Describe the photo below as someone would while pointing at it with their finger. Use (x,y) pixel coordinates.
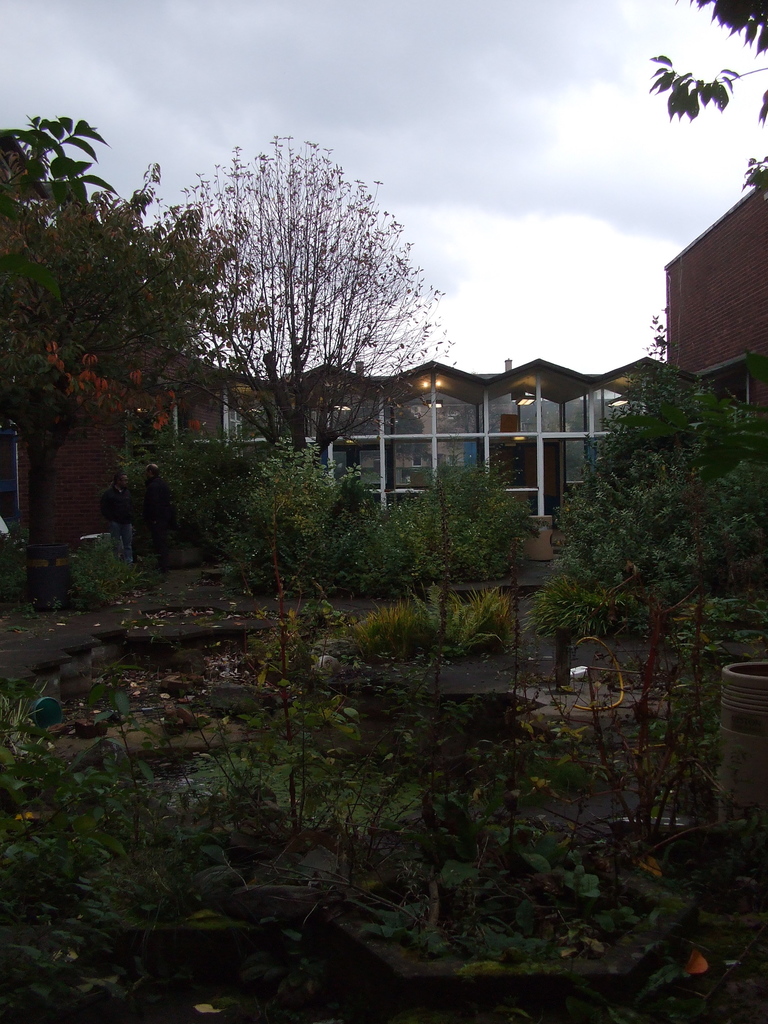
In this picture we can see plants (363,825), stones (120,616) on the ground (196,581), building (413,450), trees (77,293), lights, some objects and in the background (424,171) we can see the sky (495,199).
